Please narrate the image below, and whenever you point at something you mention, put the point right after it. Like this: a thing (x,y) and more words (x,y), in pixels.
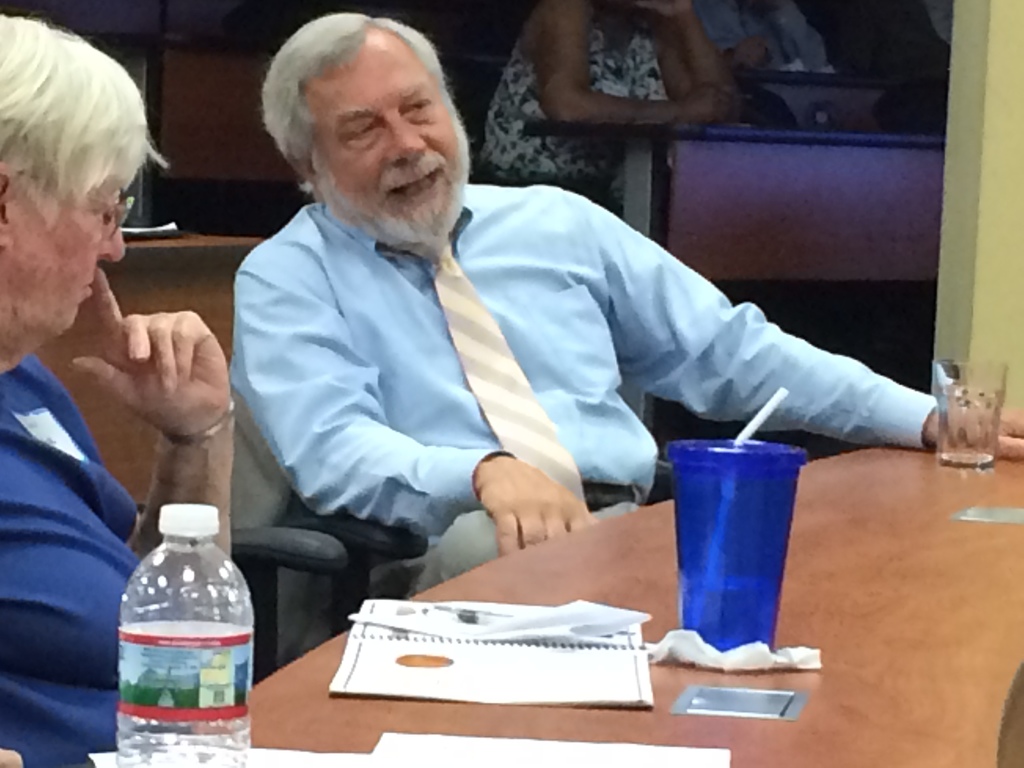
In the picture we can see a man (345,285) sitting on the chair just beside to him there is another person (55,186) sitting in a chair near the table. On the table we can find bottle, a blue glass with straw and another glass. And we can also see some papers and tissue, in the background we can see some persons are sitting near the desk (240,166).
